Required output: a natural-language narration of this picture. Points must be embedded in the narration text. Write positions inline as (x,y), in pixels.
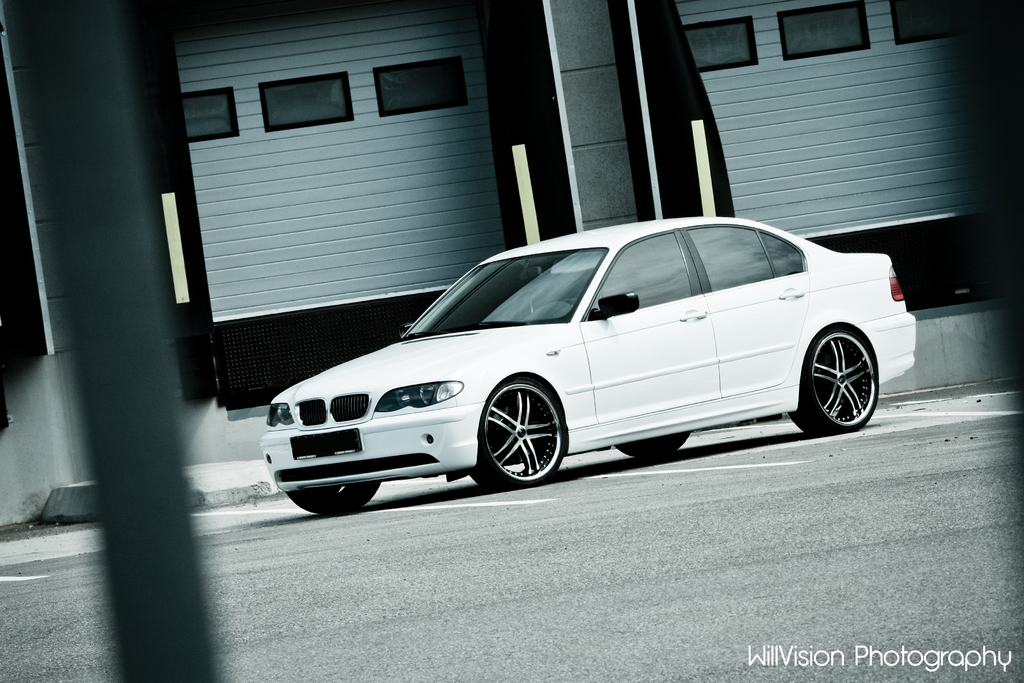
In this image we can see a white color car (779,401) on the road (796,578). In the background (865,121), we can see the wall (32,212). Here we can see the watermark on the bottom right side of the image (770,648).
